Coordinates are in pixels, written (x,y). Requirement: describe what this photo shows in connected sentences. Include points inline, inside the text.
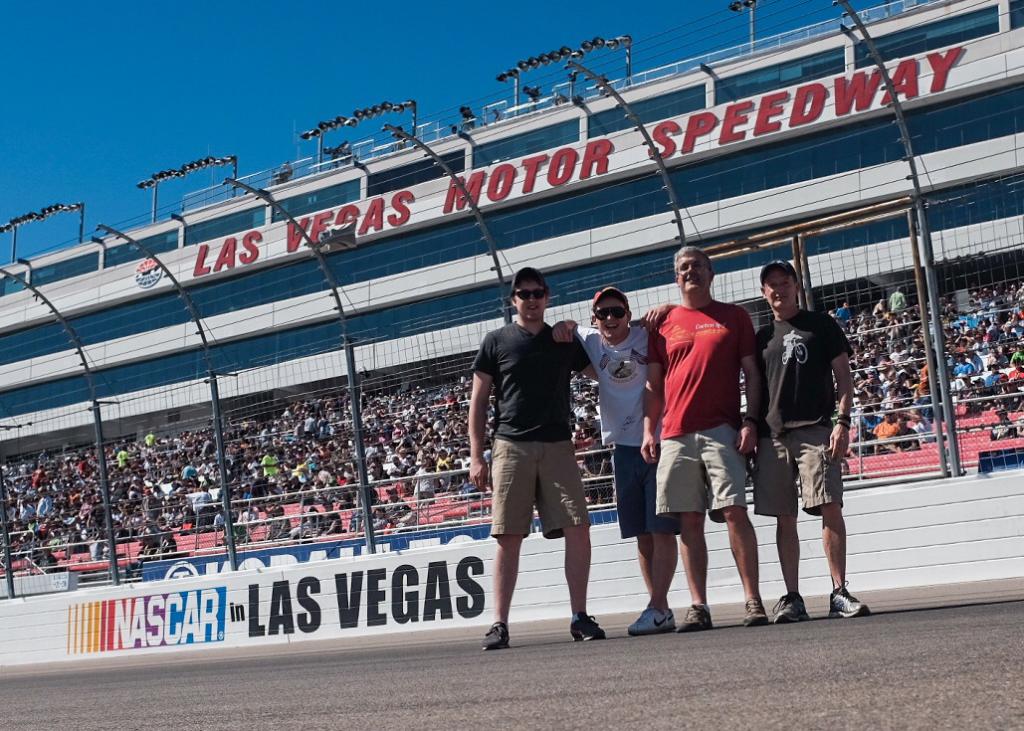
This image consists of four persons (629,500) standing on the road (534,639). It looks like a NASCAR racing. In the background (83,503), we can see a huge crowd (113,483). In the middle (360,479), there is a fencing (299,425). At the top (365,232), we can see a text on the wall (689,125). At the top (83,59), there is a sky (157,75). At the bottom (377,696), there is a road (370,702).
